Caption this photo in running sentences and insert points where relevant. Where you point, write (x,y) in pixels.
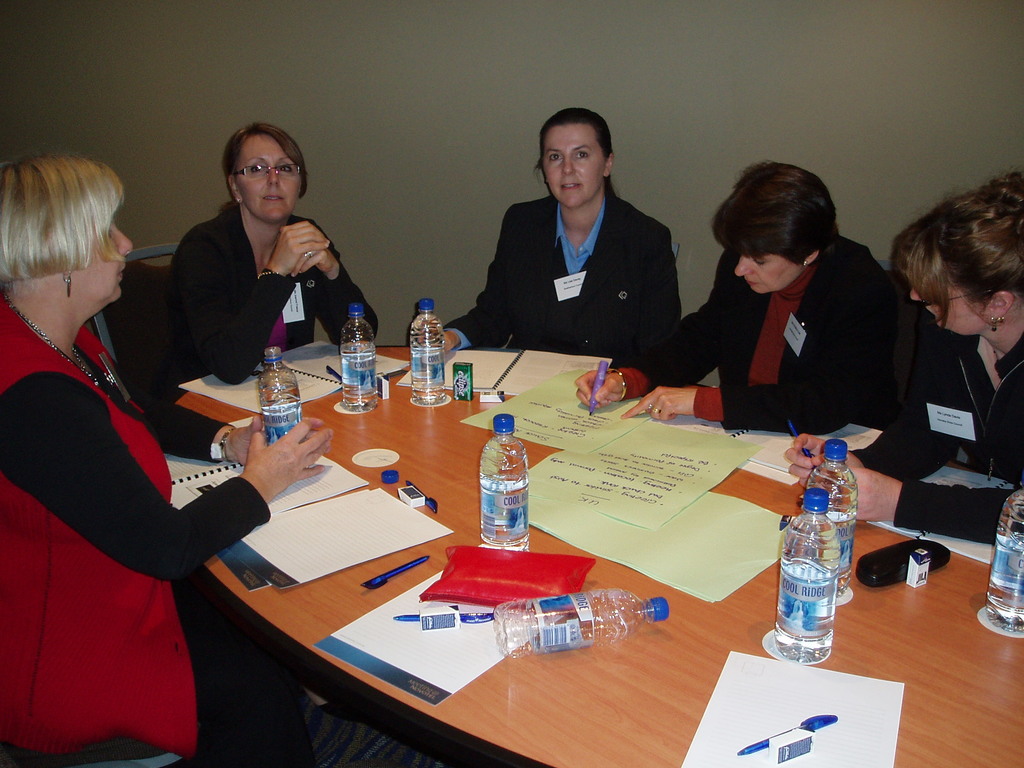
There is a group of people (677,332). They are sitting on a chairs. They are wearing id cards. There is a table (527,716). There is a bottle (843,570), paper (341,526), pen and box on a table (691,653). We can see in background (434,135) grey color wall (492,126).
